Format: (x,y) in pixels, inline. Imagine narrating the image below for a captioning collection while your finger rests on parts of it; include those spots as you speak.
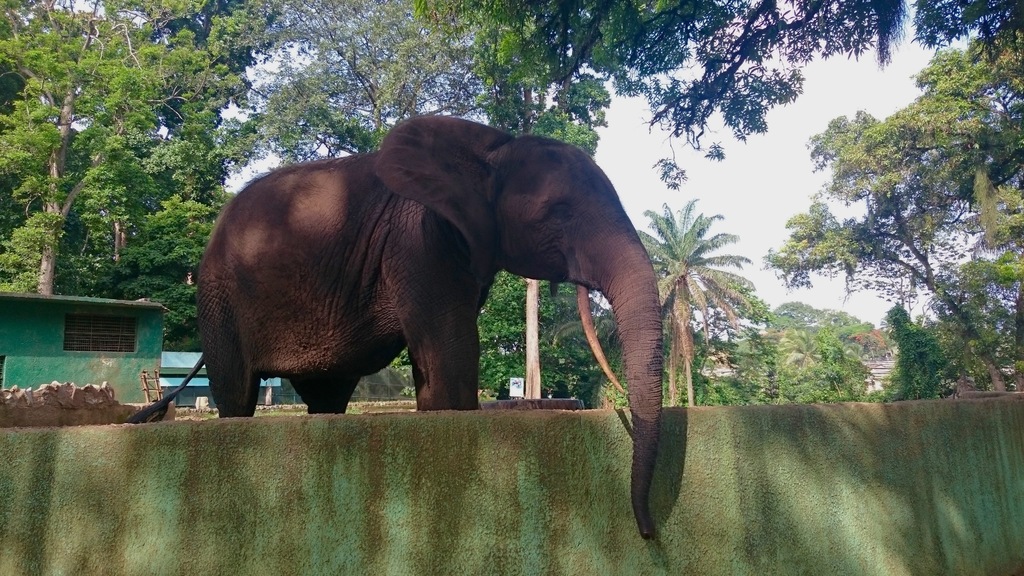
In this image we can see an elephant (334,412) which is standing behind wall (292,435) and at the background of the image (128,369) there are some houses (142,350), trees (195,257) and clear sky (704,206).
